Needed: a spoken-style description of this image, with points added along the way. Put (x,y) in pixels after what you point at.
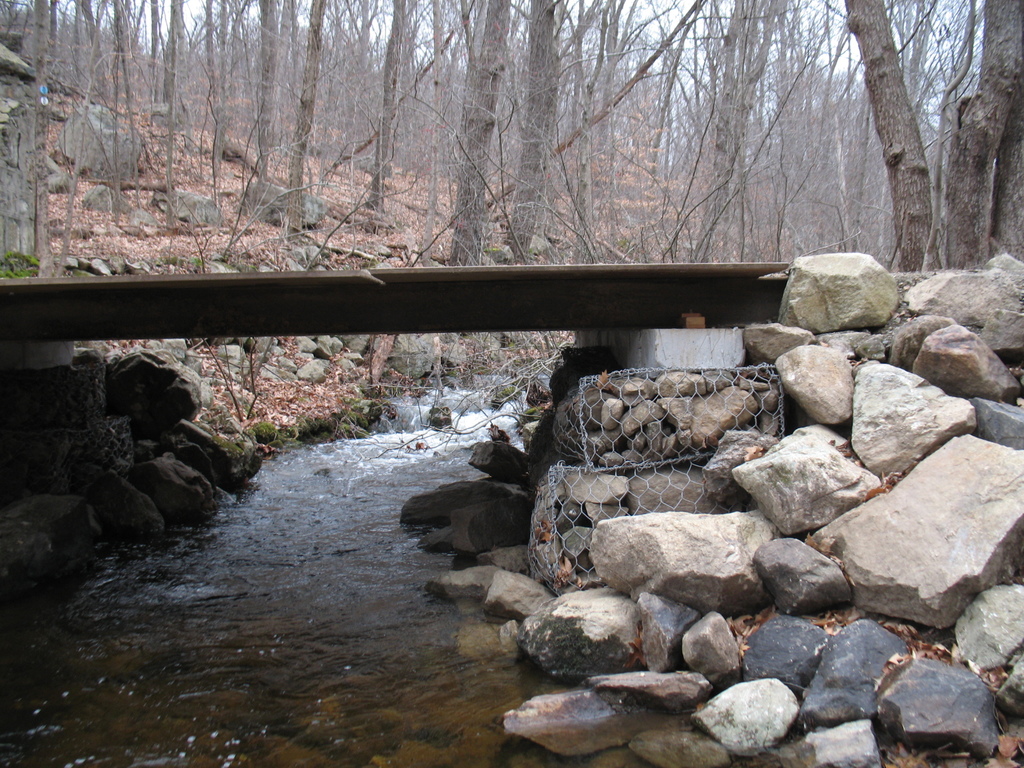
In the image there is a stream (335,479) in the middle (417,458) with a bridge (316,296) above it on either sides of rock land (70,475) and behind there are trees (457,128) all over the image.
